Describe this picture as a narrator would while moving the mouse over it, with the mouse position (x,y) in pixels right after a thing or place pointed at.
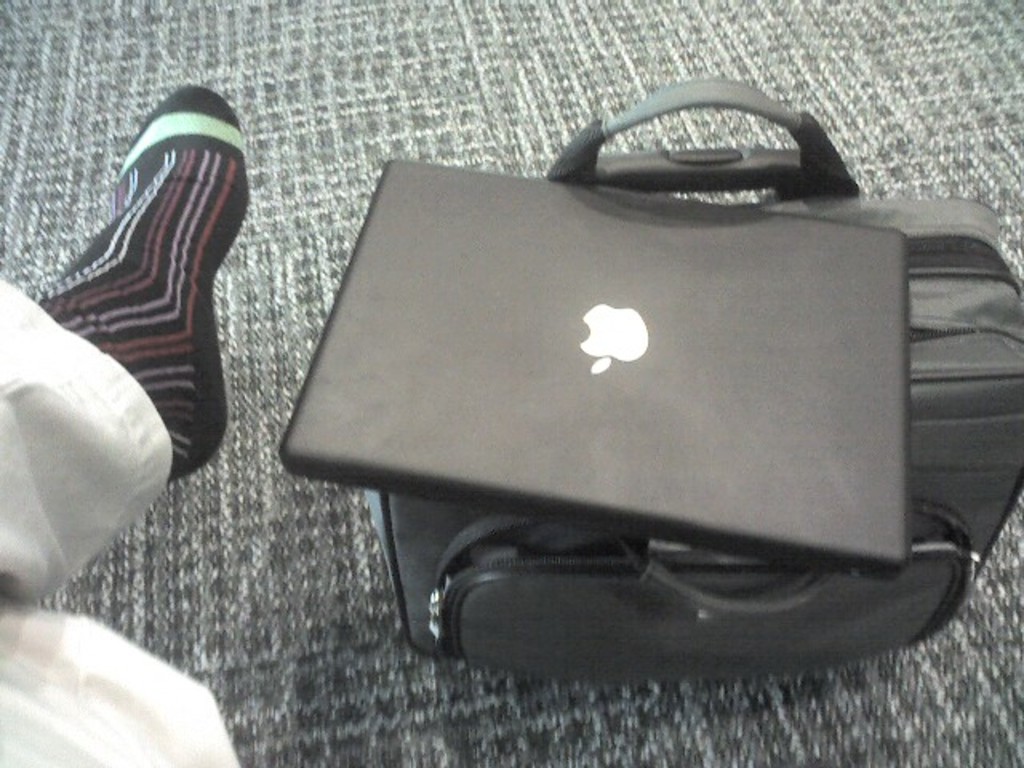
In this image, there is a laptop (867,514) and a bag (637,187). To the left (130,471), there is a person (67,467) sitting wearing a socks (147,180). At the bottom (351,517), there is a floor mat (371,65).
